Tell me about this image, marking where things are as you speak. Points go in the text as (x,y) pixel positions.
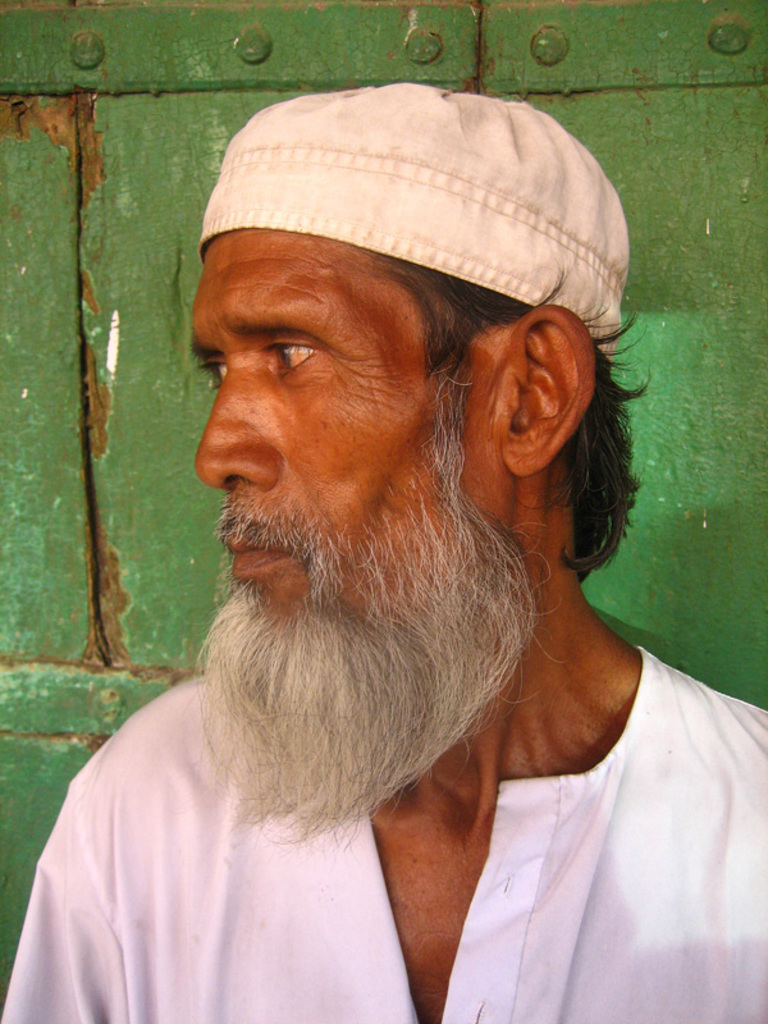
There is a man (565,489) looking at left side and wore cap (492,253), behind him it is green.
